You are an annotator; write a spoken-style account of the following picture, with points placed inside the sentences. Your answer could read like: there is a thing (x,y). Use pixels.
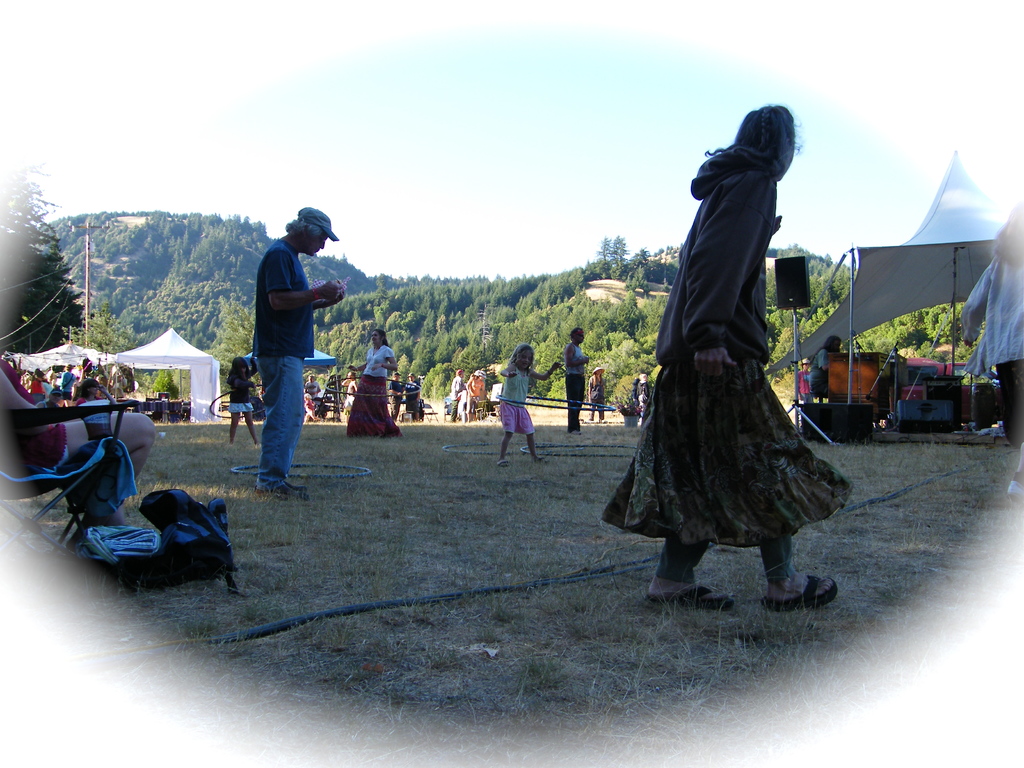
In this image we can see group of people (644,455) standing on the ground (162,423). Two children (242,379) are wearing hula hoop (557,405). One woman (382,338) is wearing a white t shirt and red gown (372,389). In the background (188,334) we can see group of sheds (91,353), speaker (780,284), poles (88,247), trees (61,335), mountain (103,249), chairs (59,485) and sky (654,102).
